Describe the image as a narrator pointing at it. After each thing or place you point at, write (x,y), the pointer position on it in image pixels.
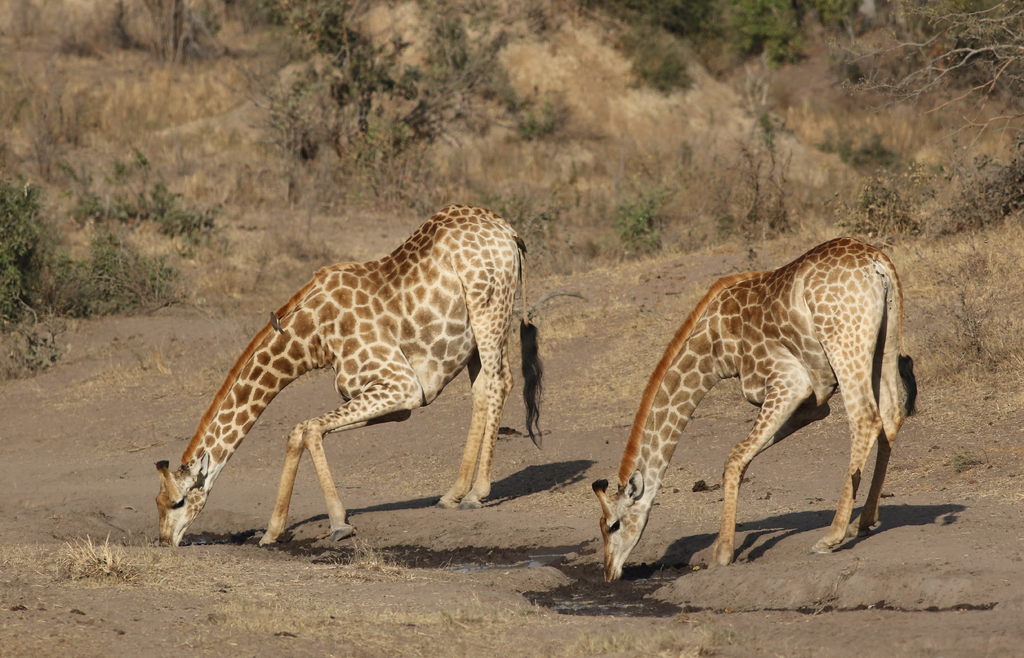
The picture consists of two giraffes (418,312) drinking water (453,565). In the foreground (191,585) there is dry grass (488,610) and land (365,446). In the background (122,230) there are plants (336,175), shrubs (533,138) and trees (1003,69).
